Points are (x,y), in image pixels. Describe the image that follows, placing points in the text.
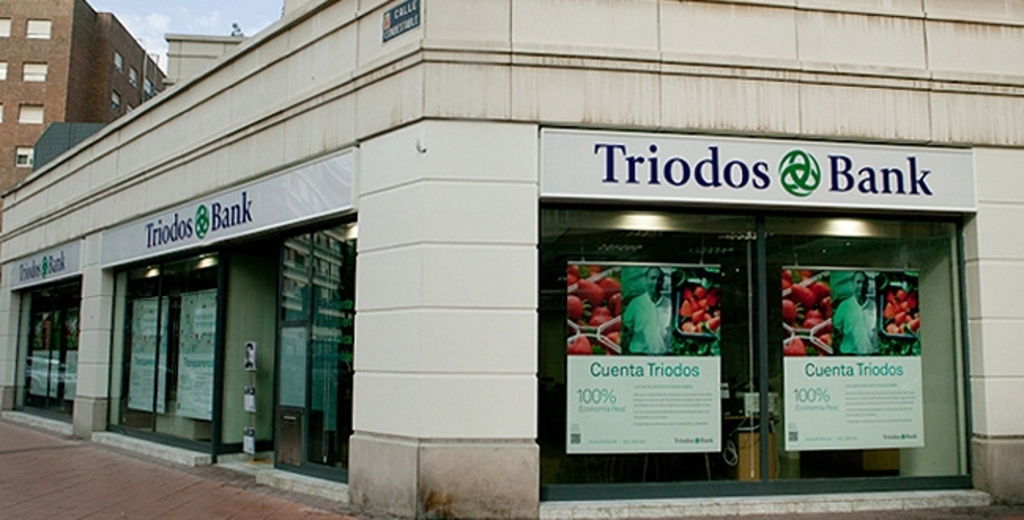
In this picture we can see a building (363,206). On the bottom right (881,418) we can see posters (716,389) on the glass door (939,275). Here we can see bank name (685,173). On the top left (167,17) we can see sky (204,10) and clouds (167,17). On the left (19,153) we can see many windows (41,117).
